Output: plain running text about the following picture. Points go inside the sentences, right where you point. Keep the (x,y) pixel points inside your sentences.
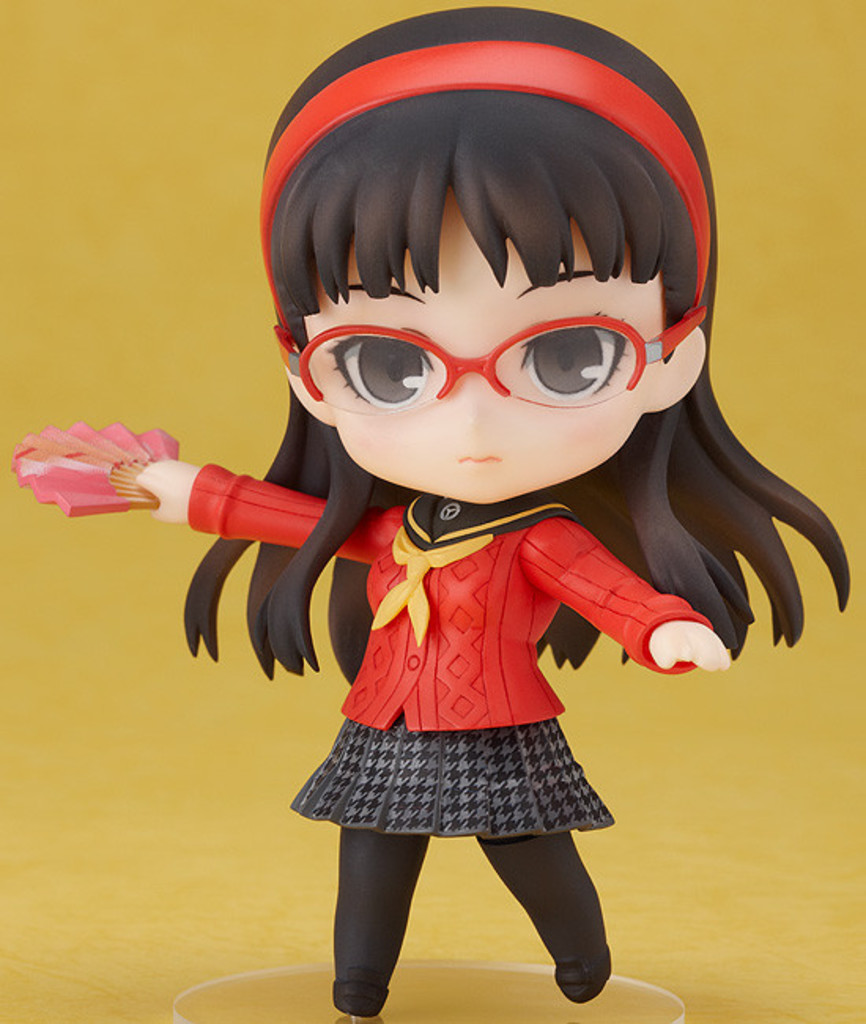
In this image I can see the toy (312,521) wearing the dress (463,643) red, black and ash color. I can also see the specs (569,320) to the toy (340,546). And there is a yellow background (35,150).
